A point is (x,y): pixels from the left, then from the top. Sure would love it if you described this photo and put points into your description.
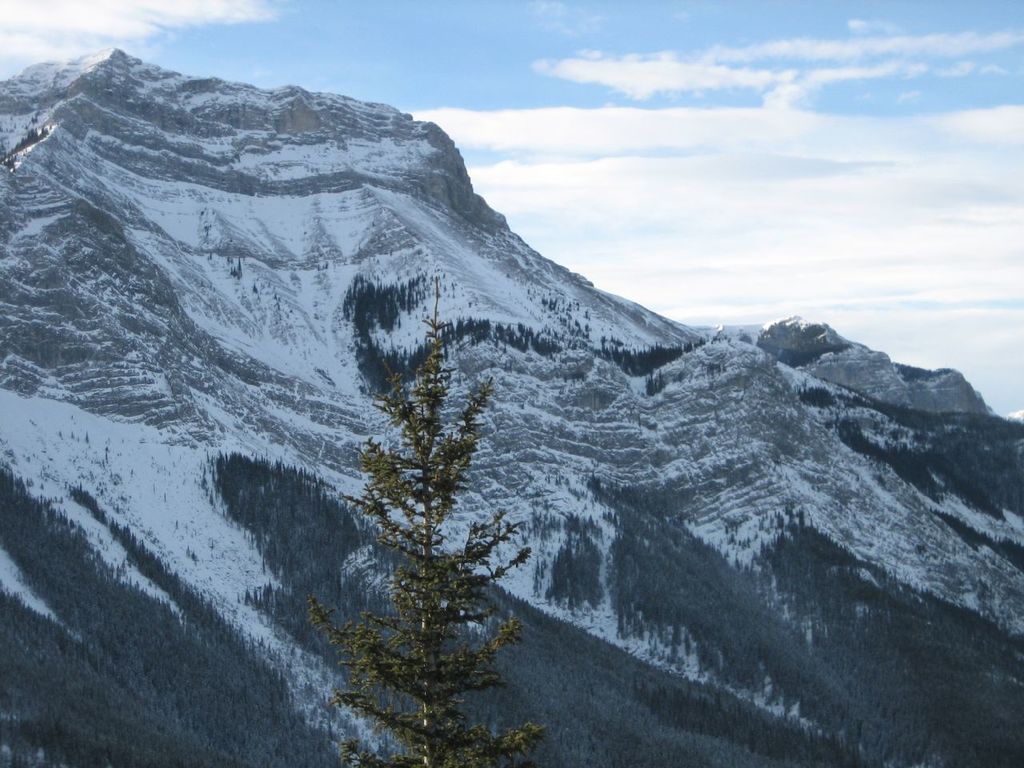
In the center of the image (369,460) there is a tree (419,448). In the background of the image (329,315) there is a snow mountain (337,194) and sky (763,148).
